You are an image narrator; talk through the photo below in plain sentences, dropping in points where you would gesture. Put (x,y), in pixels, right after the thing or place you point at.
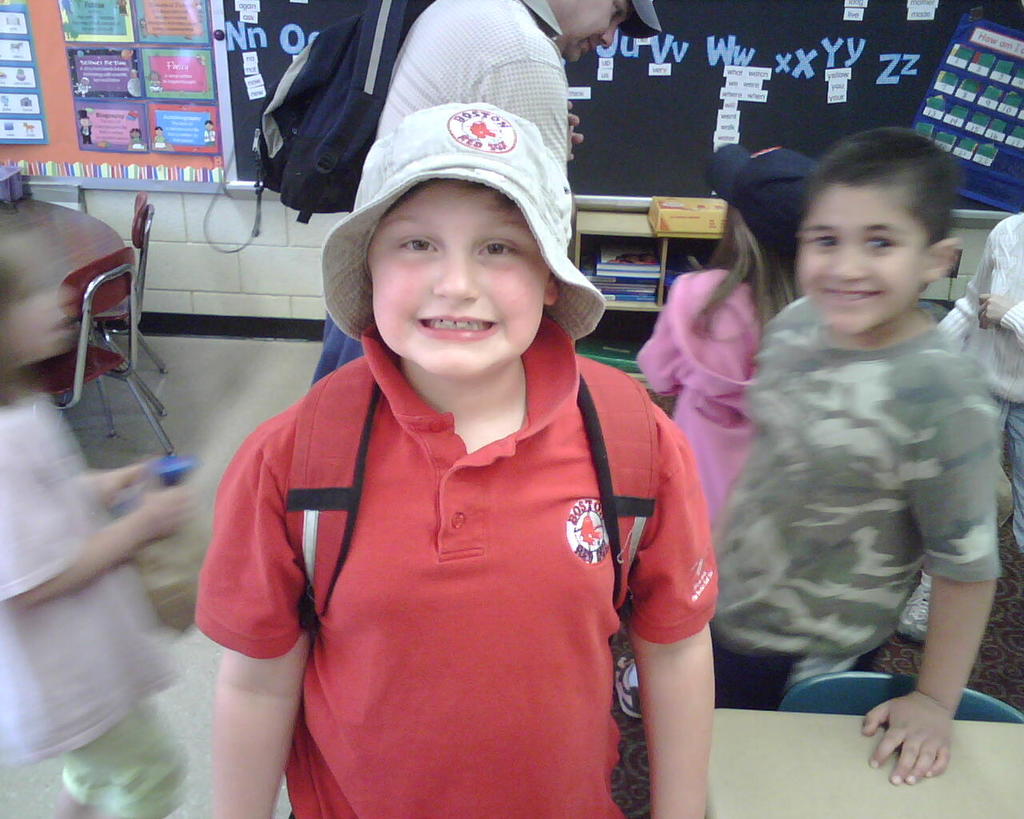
This image is taken indoors. In the background (297,223) there is a wall (228,219). There are many boards (214,91) with text (247,71) and a few images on them. There is a cupboard (664,254) with a few books (652,279) in it. On the left side of the image (73,285) there is a table (105,236) and there are two empty chairs (134,341) and a kid (85,596) is walking on the floor (71,418). In the middle of the image (538,518) there are a few kids (374,497). There is a table (960,741). There is a chair (850,708) and there is a man (472,87) standing and he has worn a backpack (357,80).
